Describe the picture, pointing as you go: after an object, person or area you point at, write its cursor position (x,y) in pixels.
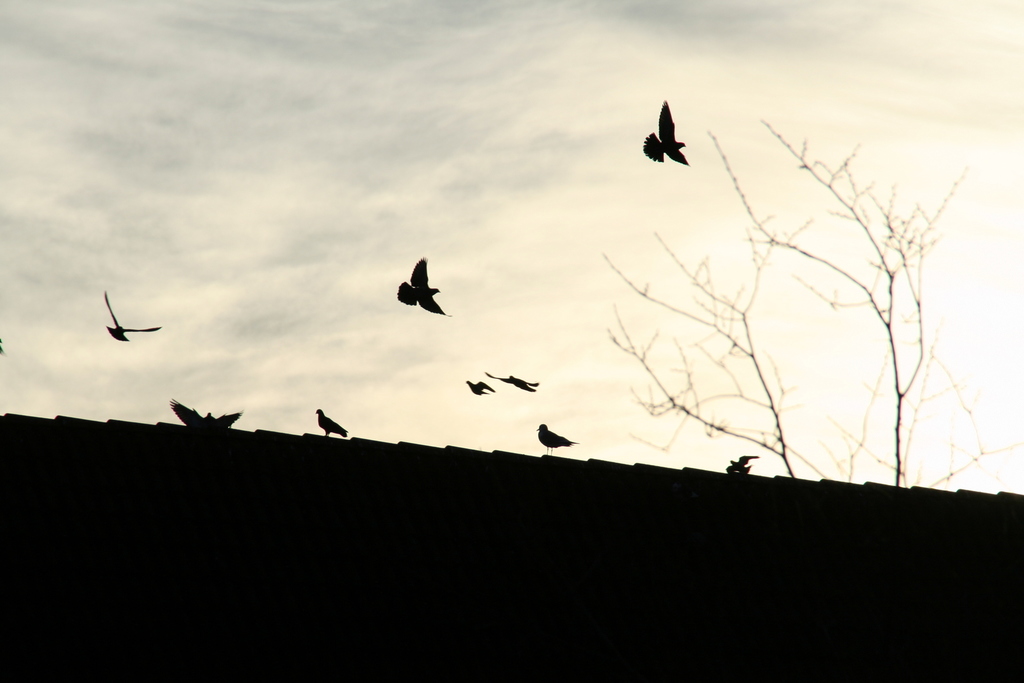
Sky (561,283) is cloudy. Here we can see birds (321,422) and bare tree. Few birds (410,290) are flying.
